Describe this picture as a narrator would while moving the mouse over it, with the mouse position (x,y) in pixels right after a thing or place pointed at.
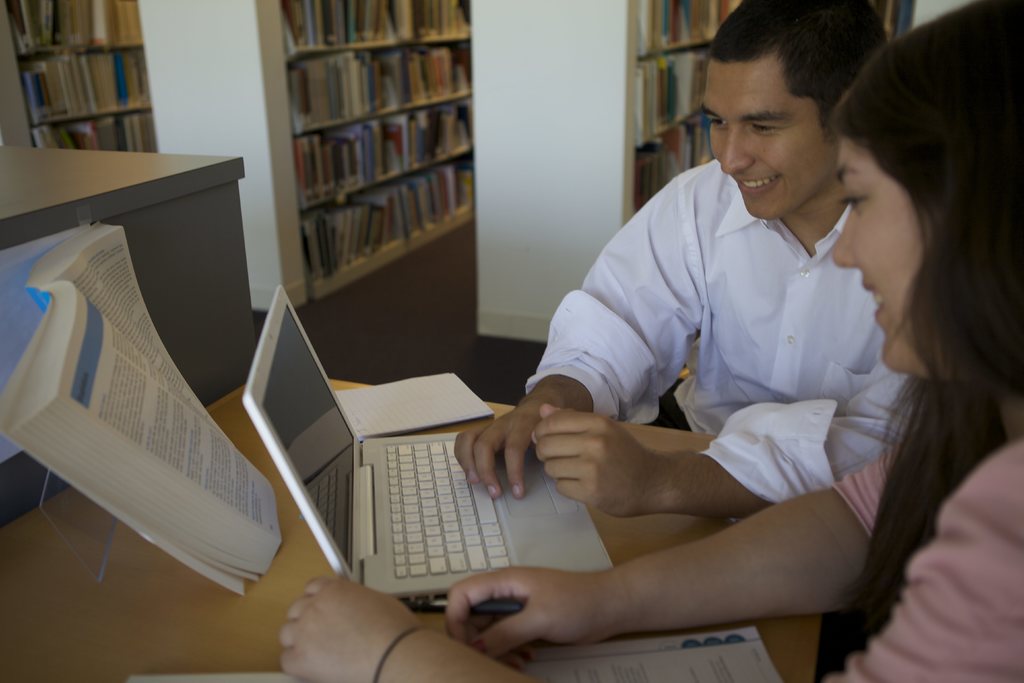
In this image, we can see a woman (908,281) and man (807,234) are looking towards the laptop (500,503). Here there is a table (296,525). Laptop (329,525), few books (65,453) are placed on the table (140,622). Background (33,103) we can see big bookshelves (426,98) filled with books (388,140). There is a table (134,226) and floor (357,328).
